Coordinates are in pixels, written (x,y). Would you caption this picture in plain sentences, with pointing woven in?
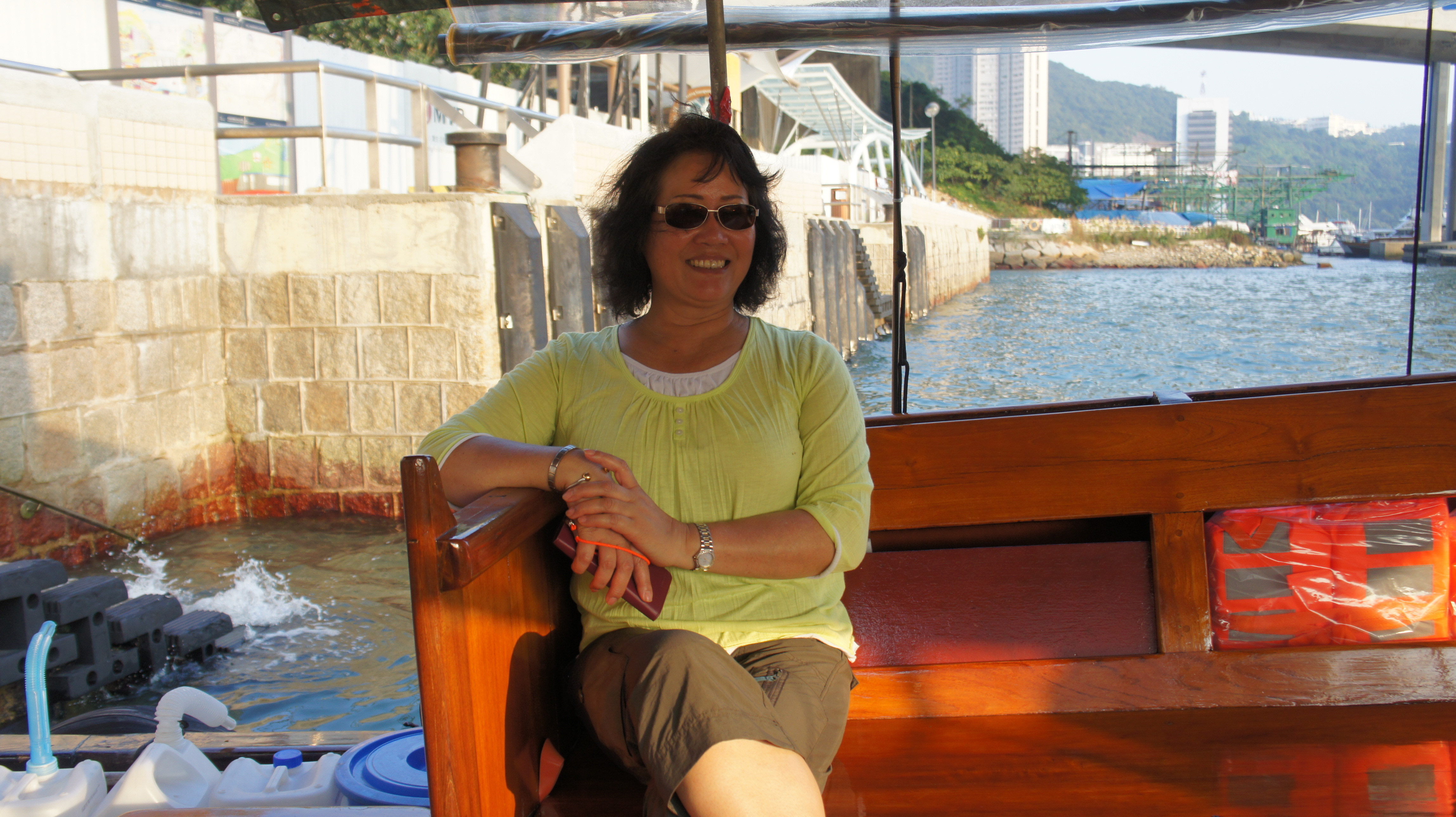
In this image we can see a person (718,469) wearing yellow color T-shirt (669,449) brown color short (676,691) sitting on a bench (1100,574) holding mobile phone (661,597) in her hands (601,533) and in the background of the image (585,279) there is water (1234,352), wall (391,191), there are some stairs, there are some buildings (1142,147), mountains (1278,142) and clear sky (1234,95).
